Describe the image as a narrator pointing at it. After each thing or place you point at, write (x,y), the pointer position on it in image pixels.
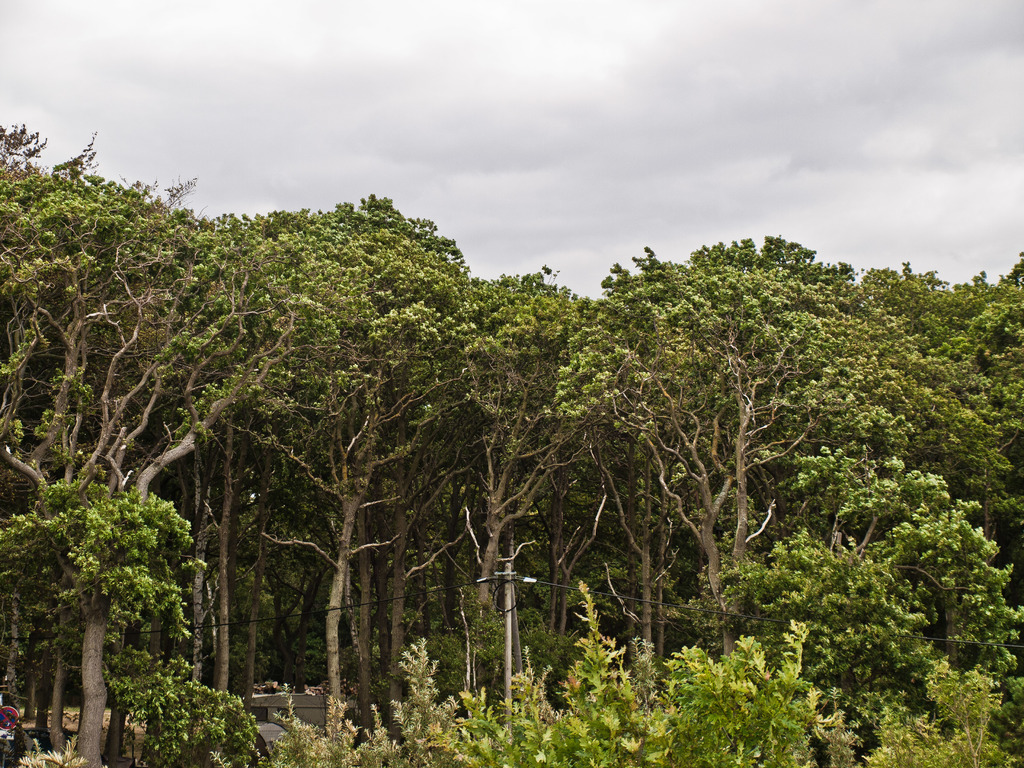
Front side of the image we can see plants (537,755). We can see pole (507,644) with wires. Background (978,592) we can see trees (413,319) and sky (550,217) with clouds (659,200).
